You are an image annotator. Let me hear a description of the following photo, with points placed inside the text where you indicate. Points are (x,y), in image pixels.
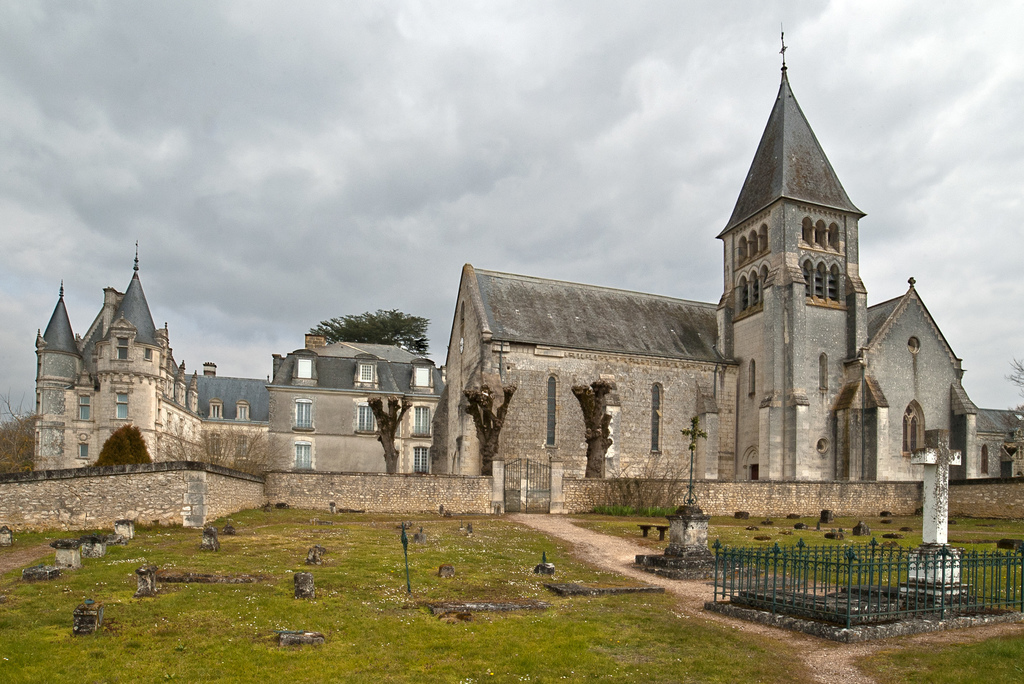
In this picture we can see building (861,341), cemeteries (327,521) and around we can see some trees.
